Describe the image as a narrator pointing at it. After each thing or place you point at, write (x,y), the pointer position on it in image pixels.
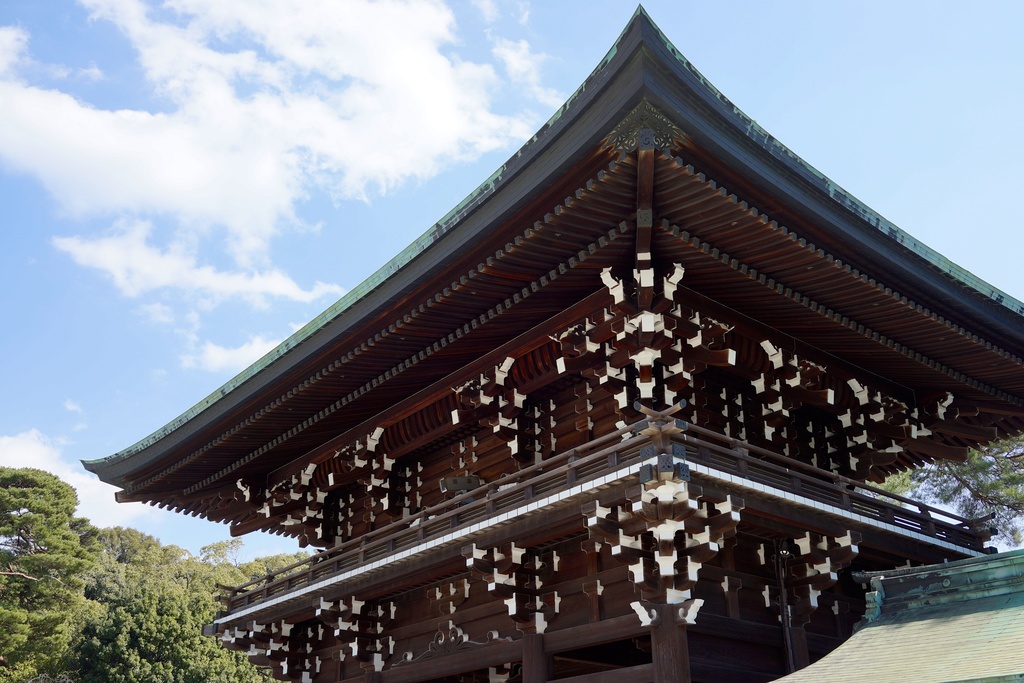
In this image we can see the buildings (500,559), there are some trees (1,584) and the sky (462,95) with clouds (209,197).
